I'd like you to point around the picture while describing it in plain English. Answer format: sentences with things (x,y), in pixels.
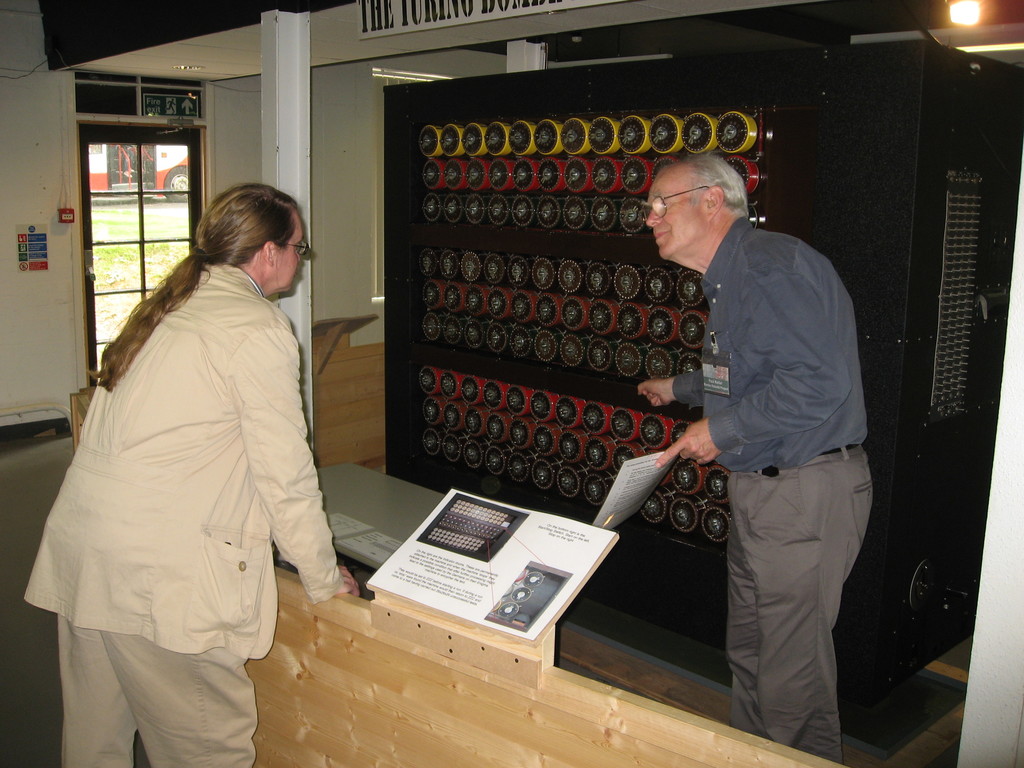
In this picture we can see a man (698,432) holding a paper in his hand (713,446). There is a woman (157,496). We can see a white board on top. A device (870,89) and some lights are visible on top (733,104). There is a signboard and a poster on the wall (71,265). A vehicle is visible in the background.
